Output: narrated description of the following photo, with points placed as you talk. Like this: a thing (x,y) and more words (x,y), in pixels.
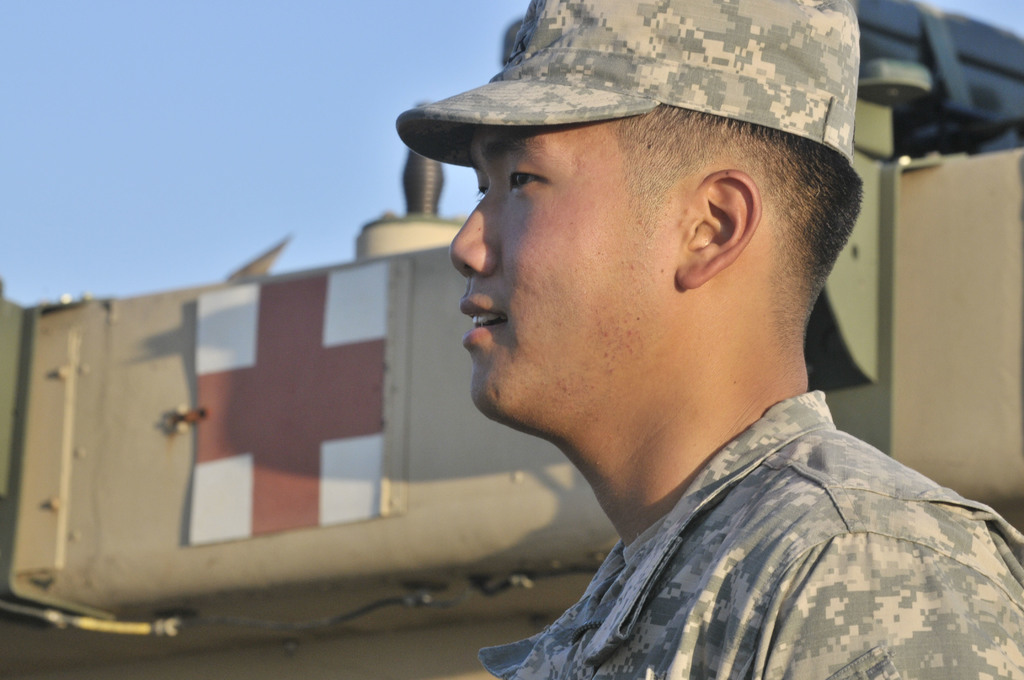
In the picture I can see a person (902,663) wearing army uniform (879,505) and cap (753,55) is standing here and smiling. In the background (137,524), I can see a vehicle (369,385) and the blue color sky (386,194).
